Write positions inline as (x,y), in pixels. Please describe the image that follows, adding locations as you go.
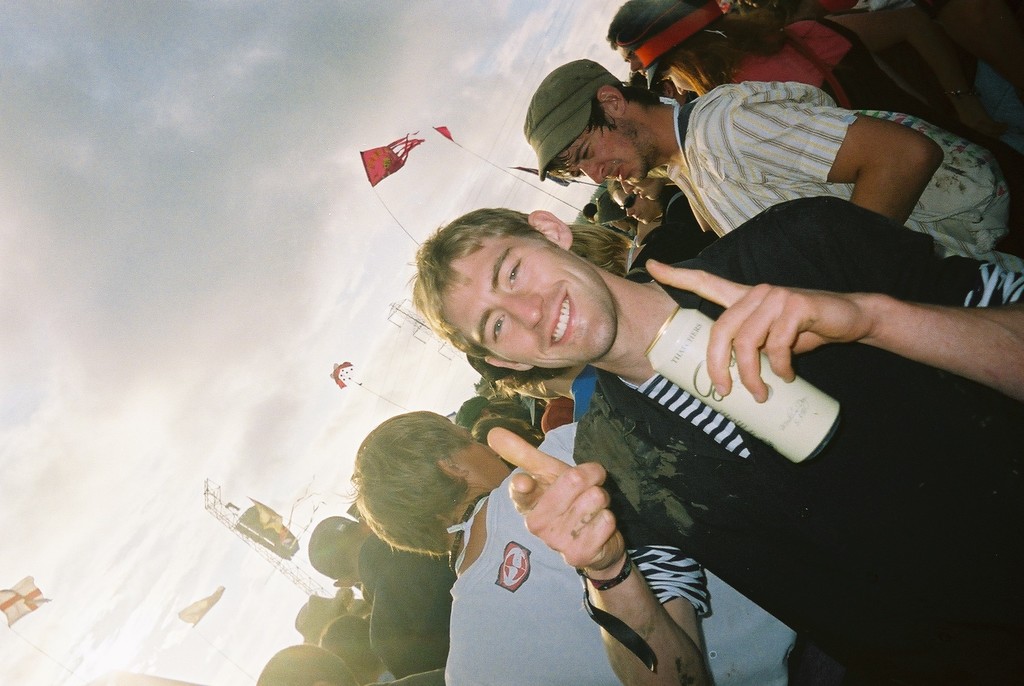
Here we can see group of people (763,400). There is a man (846,371) holding a tin (695,319) with his hand (778,333) and he is smiling. In the background (121,669) we can see flags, towers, and sky (298,310).
